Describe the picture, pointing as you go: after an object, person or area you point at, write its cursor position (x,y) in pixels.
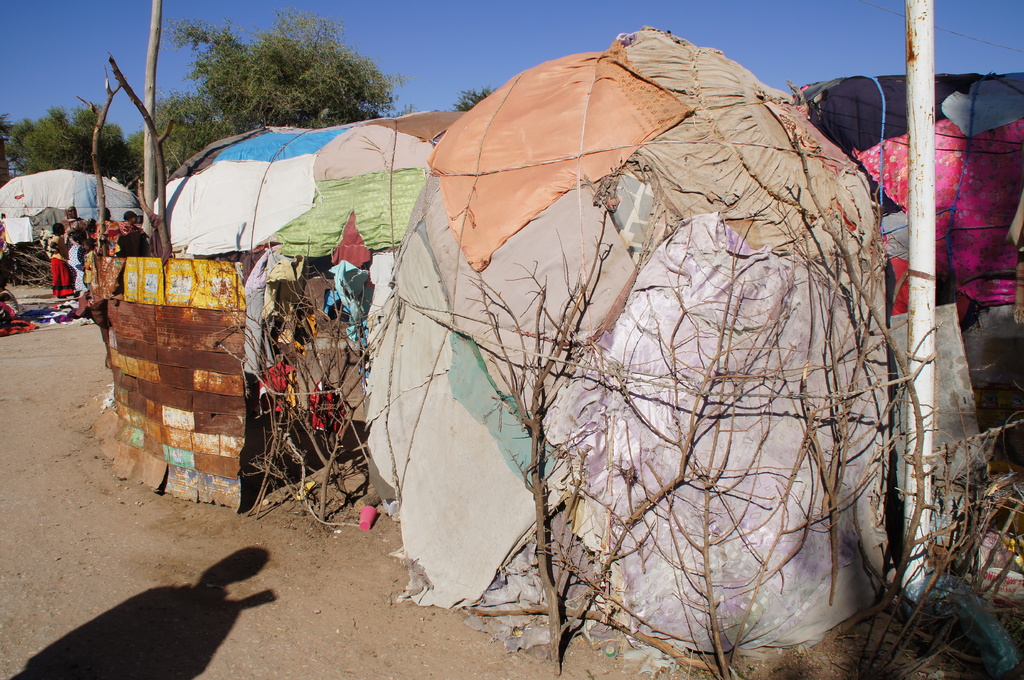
This is the picture of a place where we have some tents (549,416) of cloth (868,462), stems (333,442) and also we can see some people (119,246), trees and pole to the side.
